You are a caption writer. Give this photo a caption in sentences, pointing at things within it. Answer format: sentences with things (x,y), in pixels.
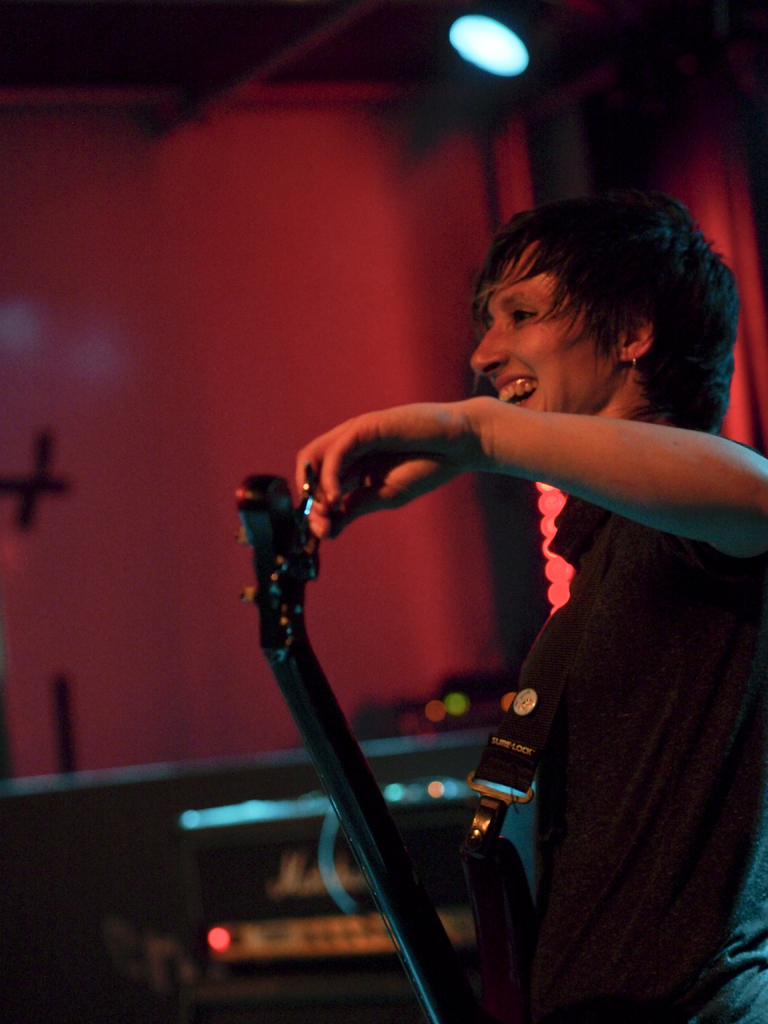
In this image at front (741,495) there is a person (697,968) wearing a guitar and he was smiling. At the back side (293,360) there is a wall (192,364). In front of the wall (168,601) there is some object (299,796). On the top of the roof (553,31) there is a light (463,21).
